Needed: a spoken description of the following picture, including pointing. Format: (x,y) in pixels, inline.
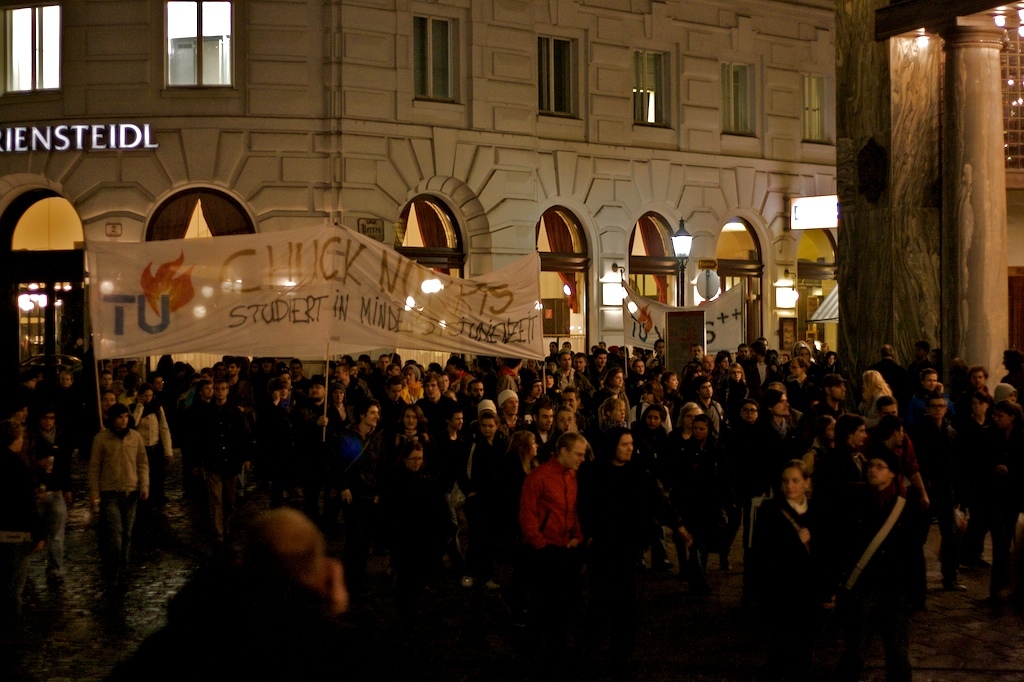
In this picture, there are people (707,407) moving with the banners (149,330). On the banner (390,330), there is some text (331,296). In the center (568,440), there is a man (578,519) wearing a red jacket (574,531). At the top (390,201), there is a building (548,178) with windows (805,238). Towards the right (945,151), there are pillars (940,162).
